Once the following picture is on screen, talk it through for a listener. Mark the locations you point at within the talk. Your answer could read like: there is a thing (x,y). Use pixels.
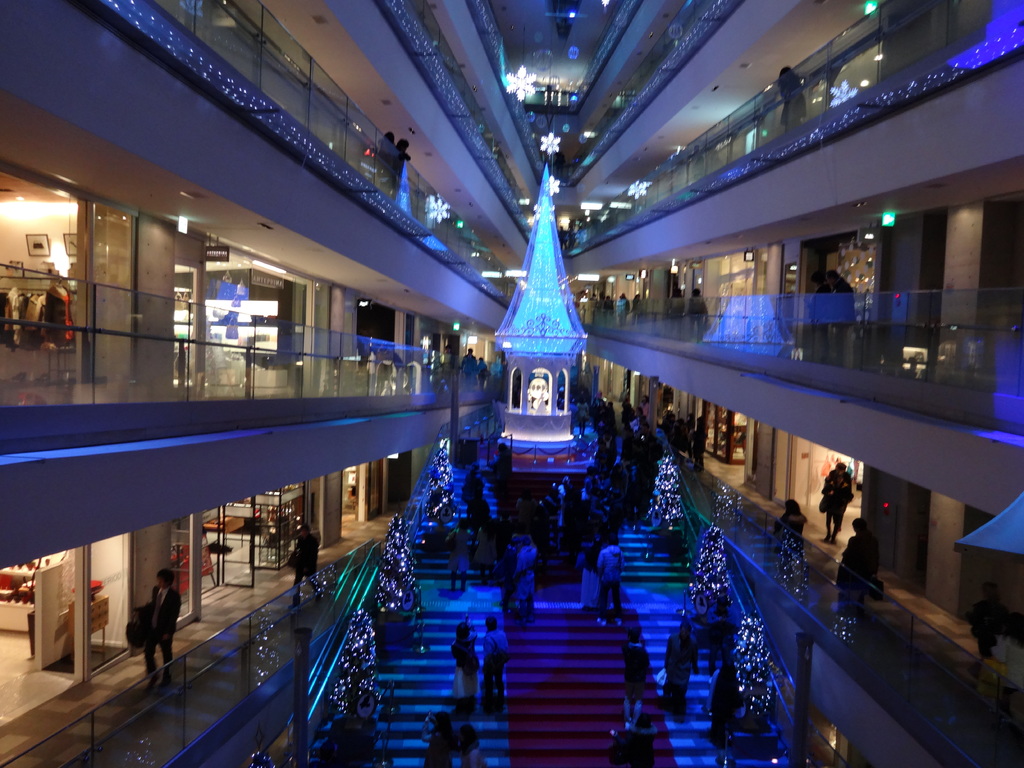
In this picture I can see the inside view of a building (225,411), there are shops (50,229), there are group of people (634,466) standing, there are lights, clothes (45,295), boards (68,249), there are trees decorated with lights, it looks like a show piece (532,364) in the center of the image (537,290).
